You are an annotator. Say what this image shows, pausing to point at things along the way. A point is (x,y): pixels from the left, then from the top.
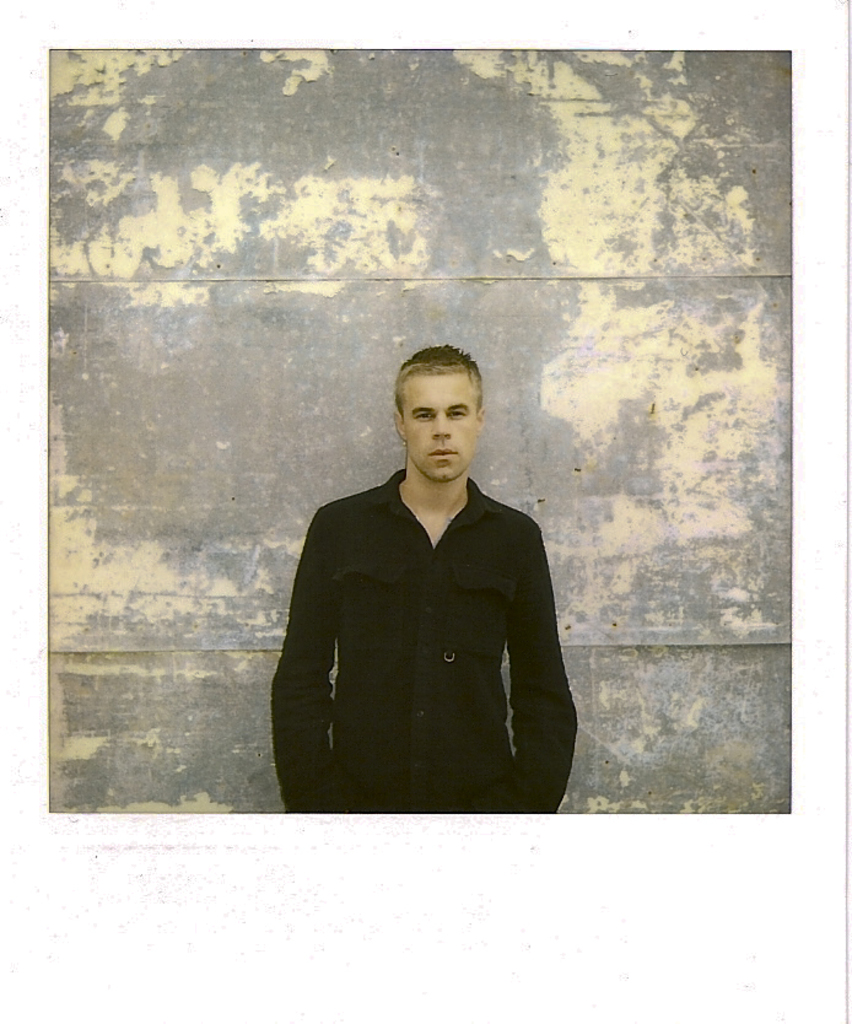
In this image we can see a person (429,595) with a black shirt (410,738). Behind the person (512,608) we can see a wall (508,368).
